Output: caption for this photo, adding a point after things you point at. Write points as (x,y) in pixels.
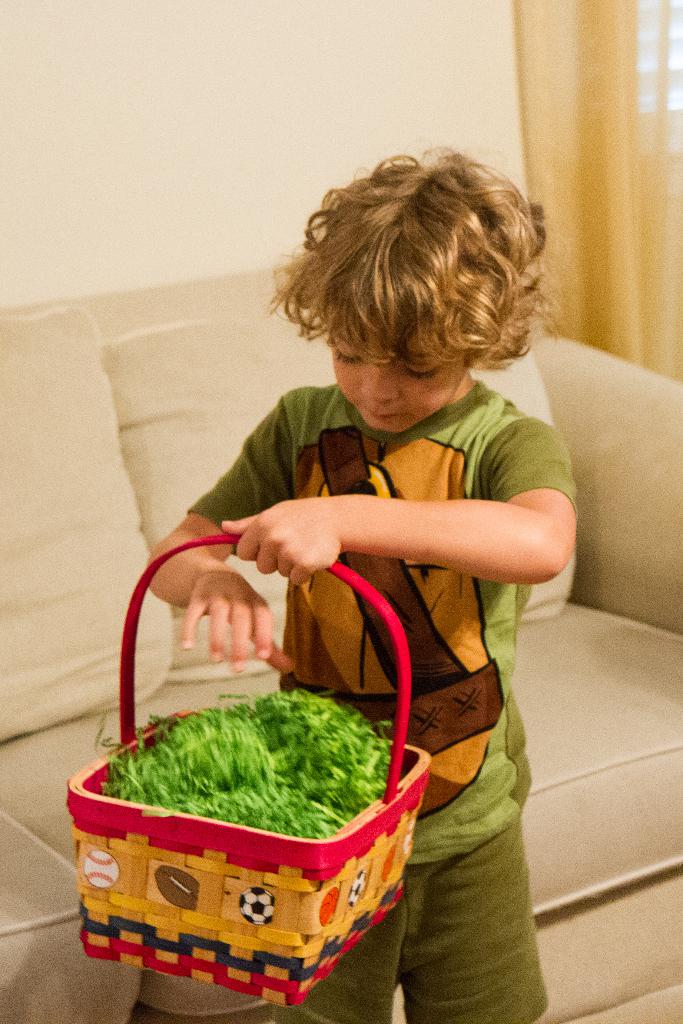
In this picture there is a boy (492,671) standing and holding a basket (300,920) with green grass (270,787). We can see pillows (117,510) on sofa (143,484). In the background of the image (493,81) we can see wall (353,32) and curtain (574,28).
